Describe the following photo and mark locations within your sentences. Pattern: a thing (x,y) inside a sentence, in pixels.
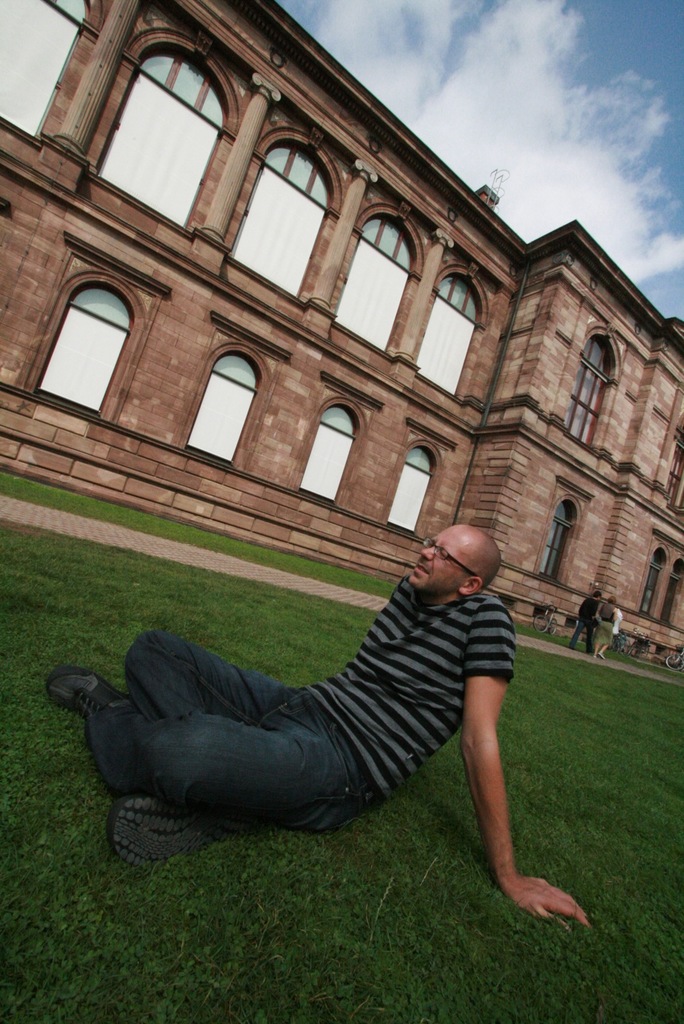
In this image we can see one big building (539,433) with so many windows (56,65), some objects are on the surface (538,660), two people (576,634) are walking and one woman (611,635) is holding objects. There are some objects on the top of the building (507,246) and at the top (505,198) there is the cloudy sky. Some green grass (357,642) on the surface (103,964) and one man (297,716) with spectacles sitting on the ground (73,834).
